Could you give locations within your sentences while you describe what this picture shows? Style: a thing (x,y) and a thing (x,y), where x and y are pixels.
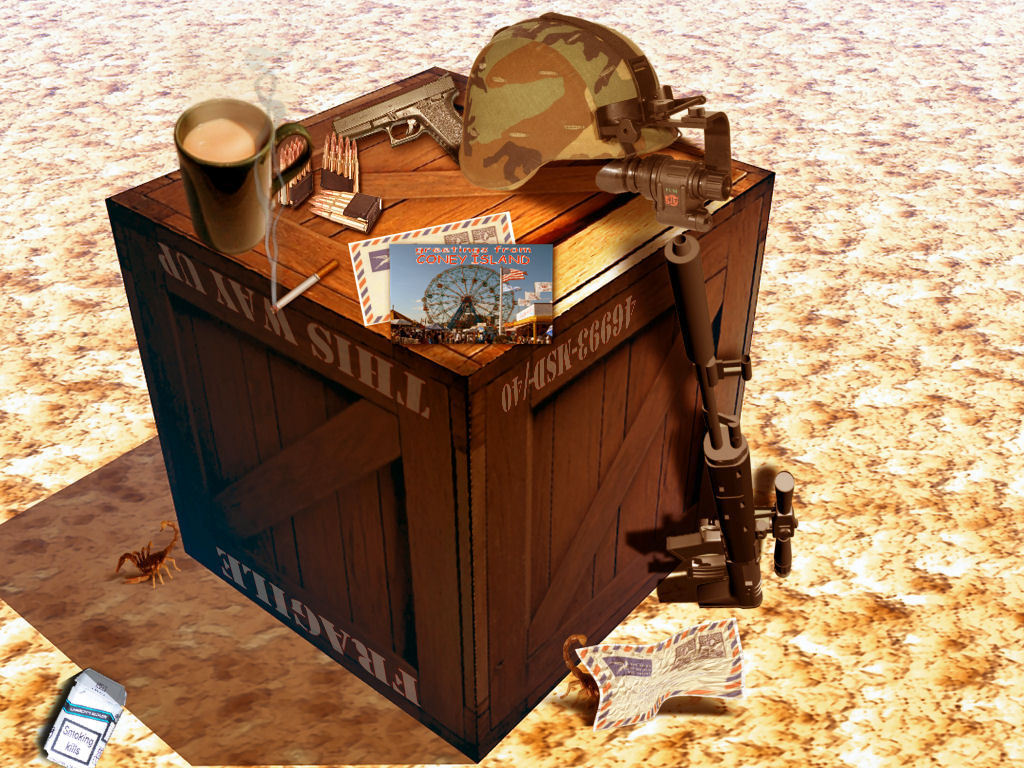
This is a painting. In this picture we can see a box (729,203). There is a cap (468,131), gun (447,114), caps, papers (424,259) and a cup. We can see scorpions (159,561) and a paper (592,648) on the path (703,710).
